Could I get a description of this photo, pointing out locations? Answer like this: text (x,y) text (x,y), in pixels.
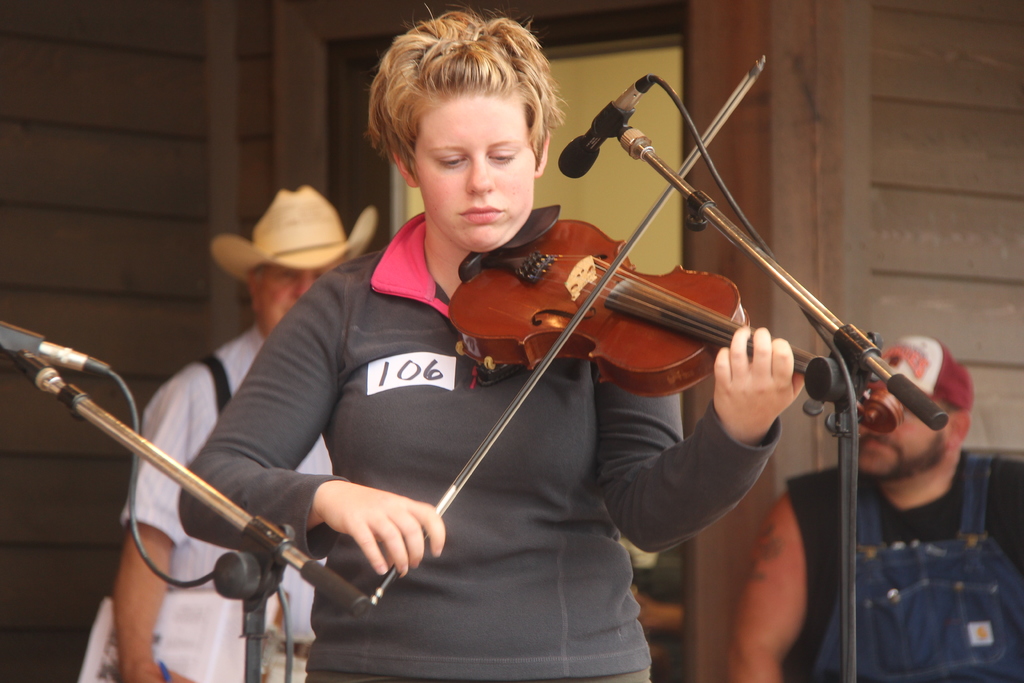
In this image we can see a person (745,371) is playing violin (864,409). There are mikes (85,361) and two persons (933,516). In the background (214,330) we can see wall (968,321) and an object (673,82).
